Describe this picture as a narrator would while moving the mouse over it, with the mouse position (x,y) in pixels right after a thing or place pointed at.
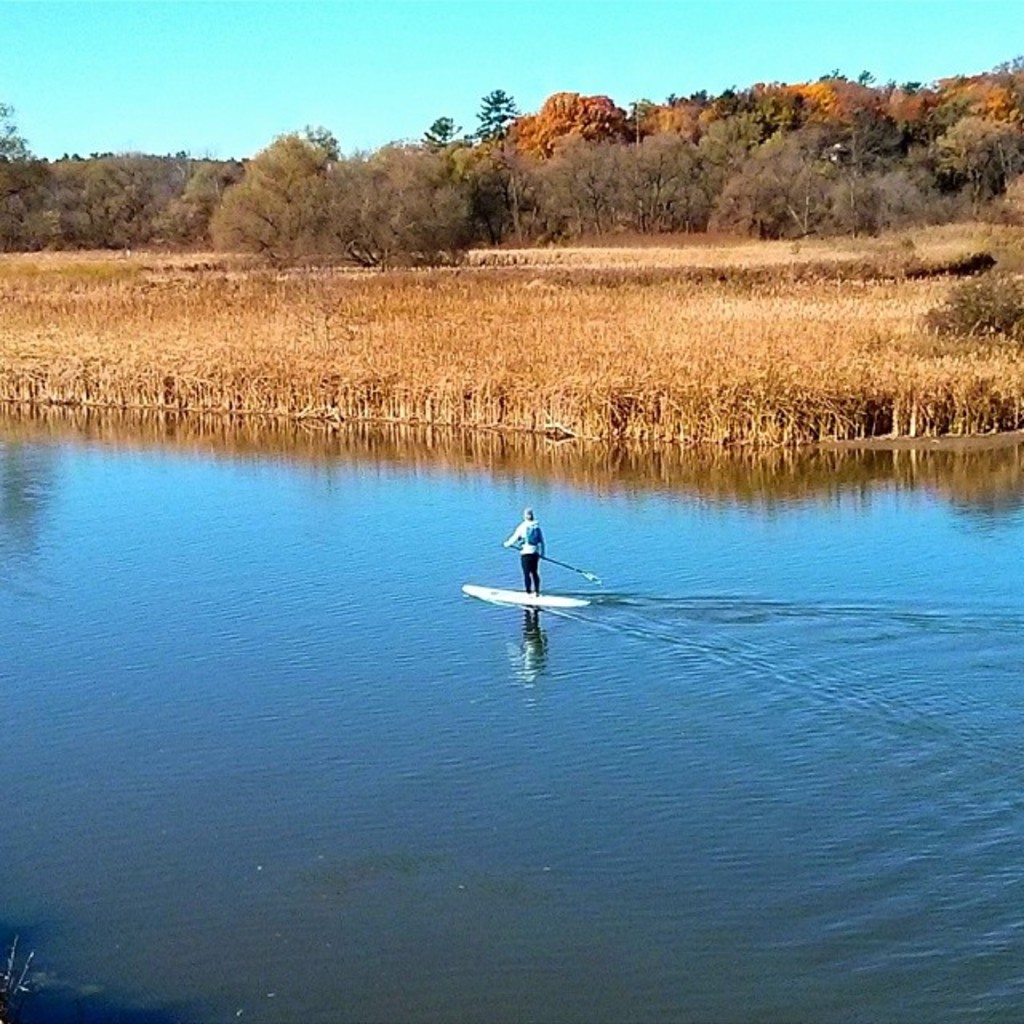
In this image, we can see a person (539,590) is standing on a paddleboard (533,598) on the water (700,767) and holding a paddle (581,575). Background (114,333) there are so many trees (294,178), plants (505,302) we can see. Top of the image (922,62), there is a clear sky (397,84).
